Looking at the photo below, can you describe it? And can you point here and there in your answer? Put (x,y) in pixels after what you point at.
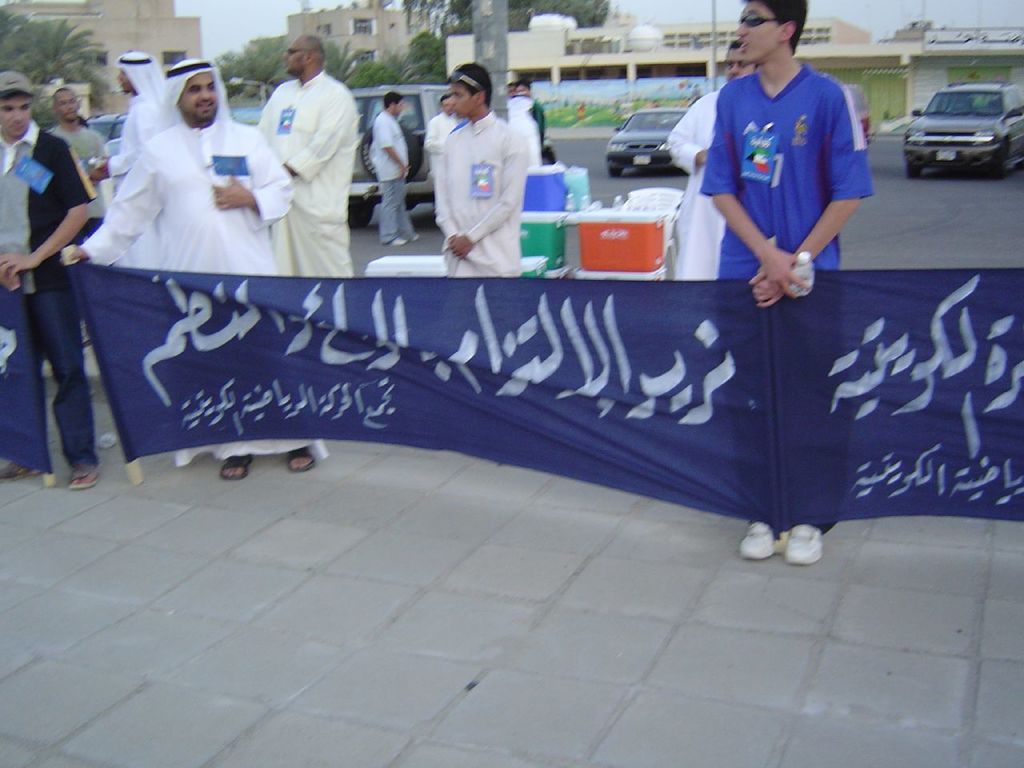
In this picture we can see some persons (259,217) are standing on the road (1002,744). This is cloth (775,355). Here we can see some boxes (580,246). On the background (997,223) there are cars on the road (970,221). There are buildings (378,54) and these are the trees (339,64). And there is a pole (715,10).
